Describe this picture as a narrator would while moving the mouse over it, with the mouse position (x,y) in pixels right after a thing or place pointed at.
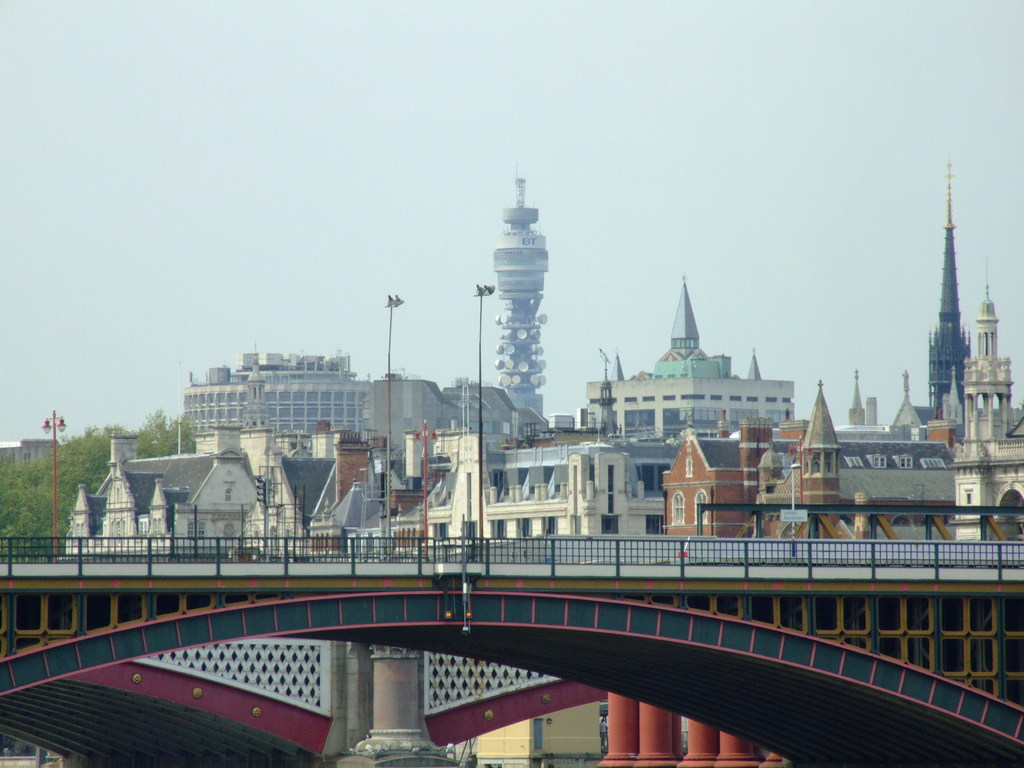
In the picture we can see a bridge (616,626) with a railing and behind it, we can see buildings (286,528) and poles (269,524) with lights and trees (27,487) and in the background (373,294) we can see a sky (226,208).
